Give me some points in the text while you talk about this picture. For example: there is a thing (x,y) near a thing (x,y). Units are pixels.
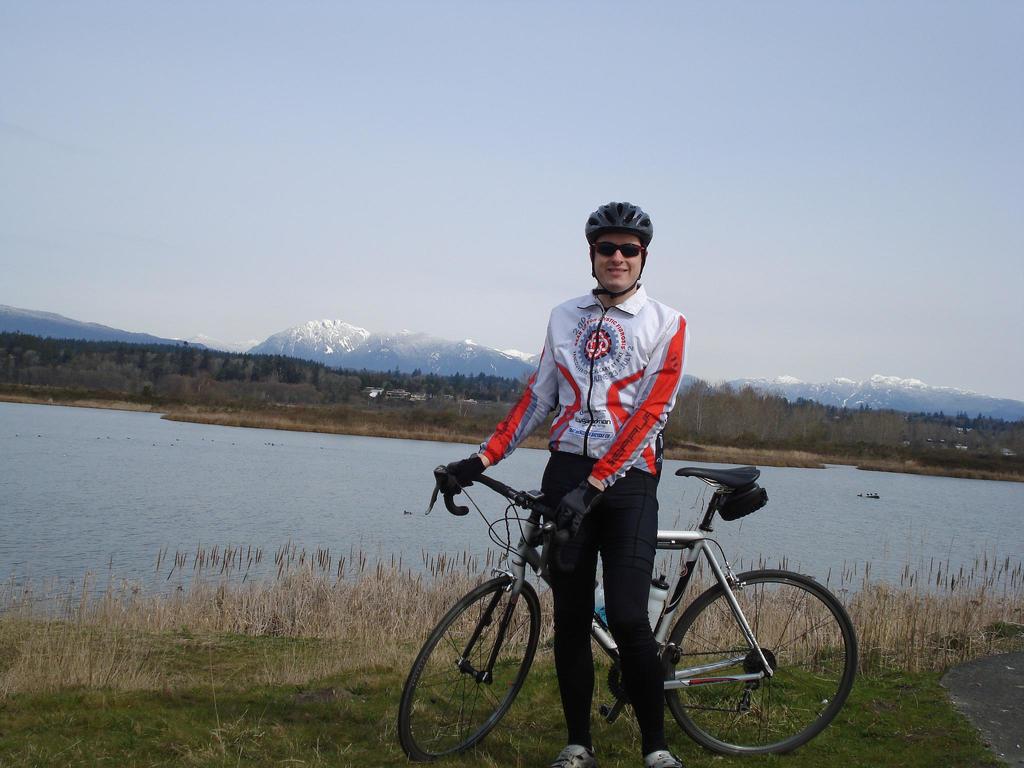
In this image we can see a person (609,420) wearing sports jacket (606,385), wearing helmet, goggles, gloves (579,487) holding bicycle (663,623) in his hands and we can see a zipper (592,369) attached to it and in the background of the image (510,457) there is some water (462,448), there are some trees (432,400), mountains (50,322), clear sky (249,197).
